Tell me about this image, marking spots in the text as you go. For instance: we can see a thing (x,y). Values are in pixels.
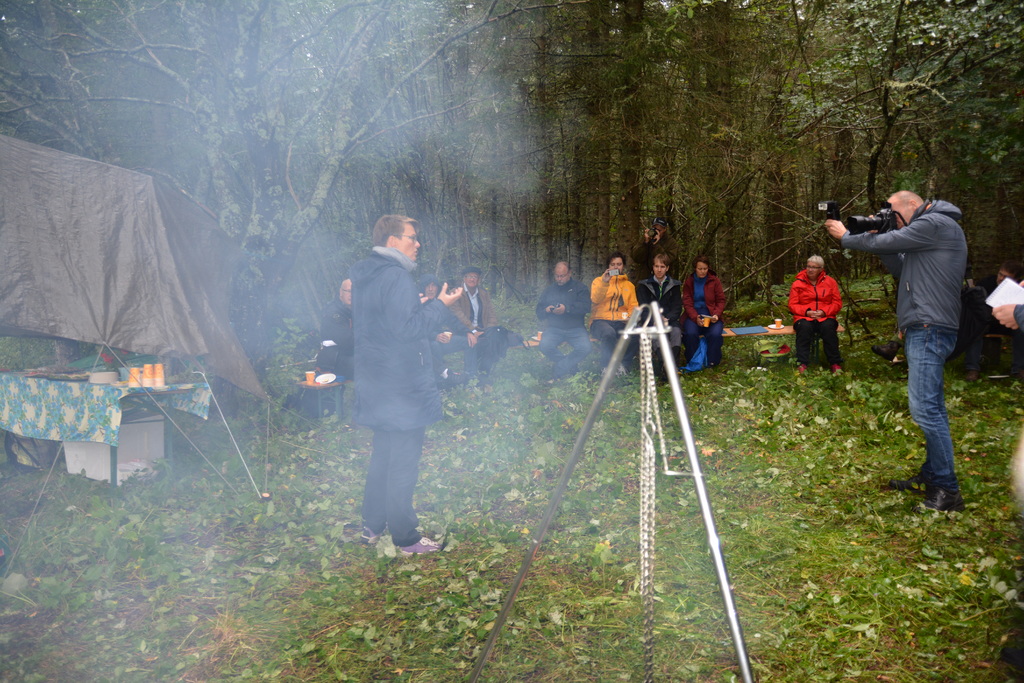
In this image there are a group of people (902,284), on the right side (898,233) there is one person (855,245) who is holding a camera (885,212). In the foreground (663,349) there are some poles (746,678) and some of them are sitting, on the left side (116,303) there are some tents (53,297), and tables (125,390), glasses (154,378) and some other objects (132,465). In the background (293,187) there are some trees (931,131), at the bottom (410,570) there is grass (772,421).
